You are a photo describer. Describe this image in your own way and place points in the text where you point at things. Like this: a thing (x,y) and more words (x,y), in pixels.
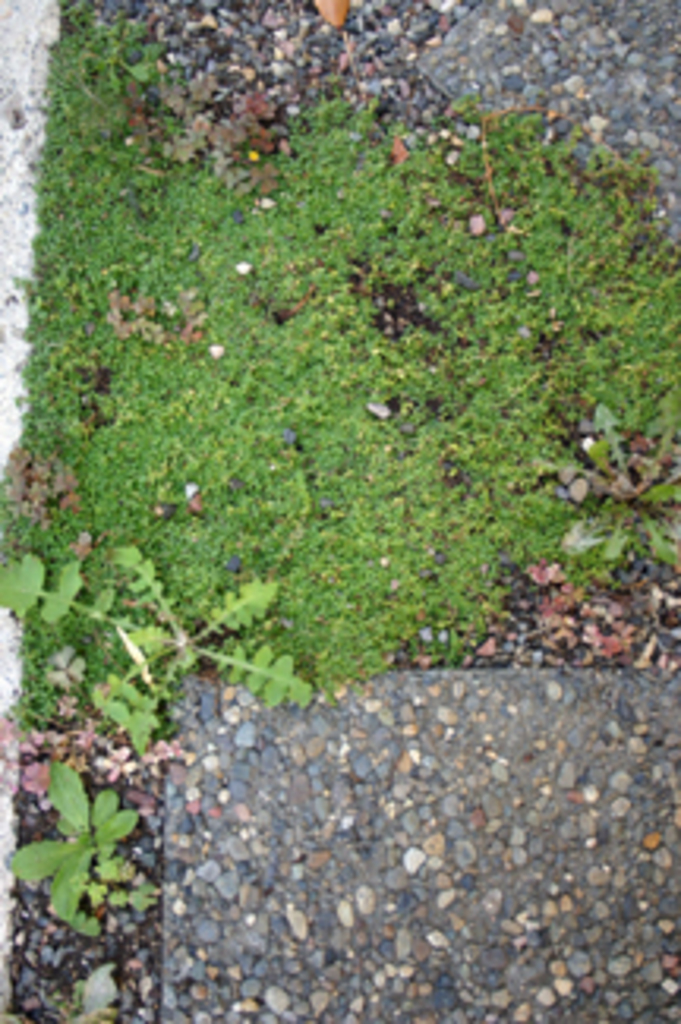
In this picture there are plants (361,460). At the bottom (204,815) there might be grass (484,318) and there are stones (474,982).
